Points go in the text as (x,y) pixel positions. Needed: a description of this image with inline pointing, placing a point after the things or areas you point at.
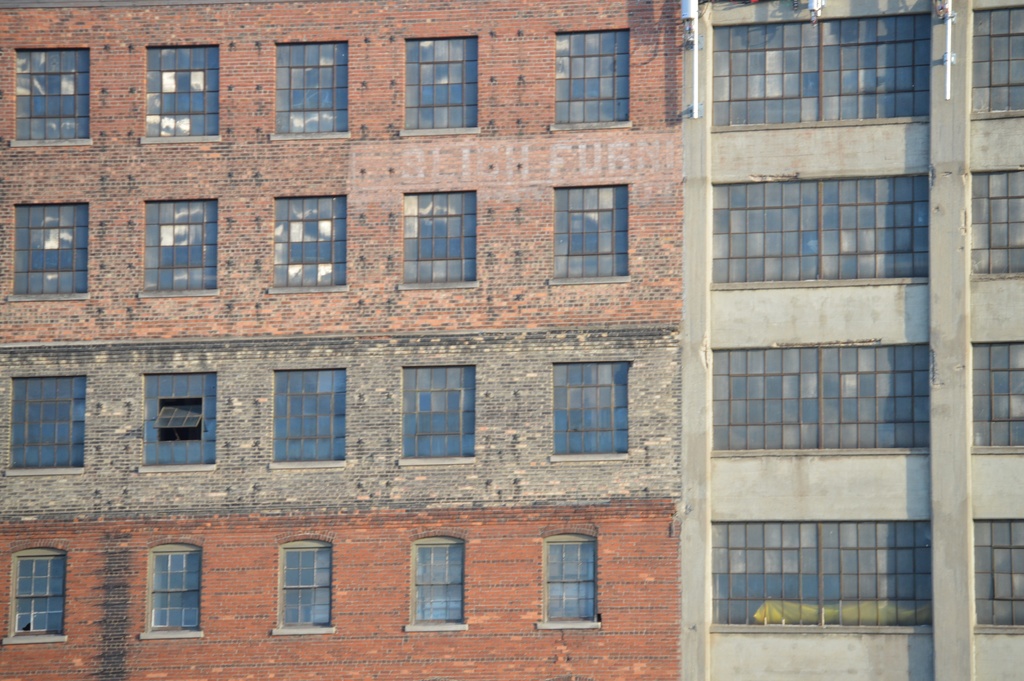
In the foreground of this image (558,549), there are windows (574,550) of buildings (686,165).
